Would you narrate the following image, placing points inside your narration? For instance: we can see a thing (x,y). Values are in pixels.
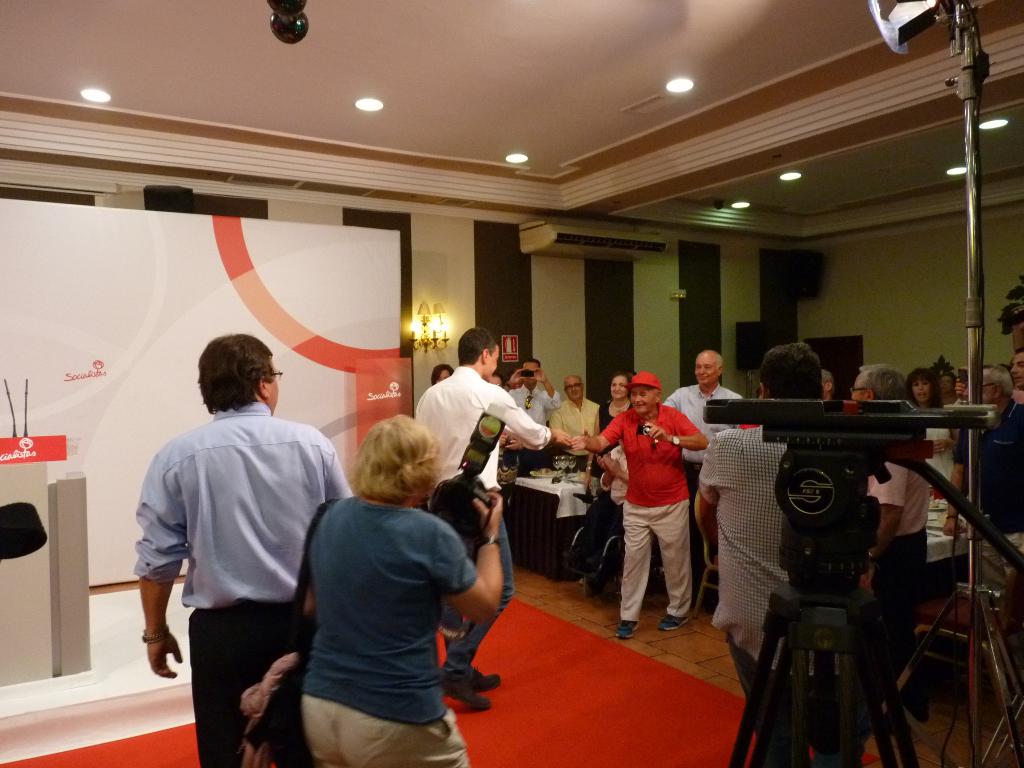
This image consists of many people (509,435). At the bottom (676,724), there is a red carpet (642,663). On the right (824,628), there is a camera stand (857,619). At the top (436,127), there is a roof (493,120) along with lights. On the left (74,625), there is a dais (120,629) along with a podium (60,482) and a background screen (258,319). In the front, we can see an AC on the wall (989,227).
